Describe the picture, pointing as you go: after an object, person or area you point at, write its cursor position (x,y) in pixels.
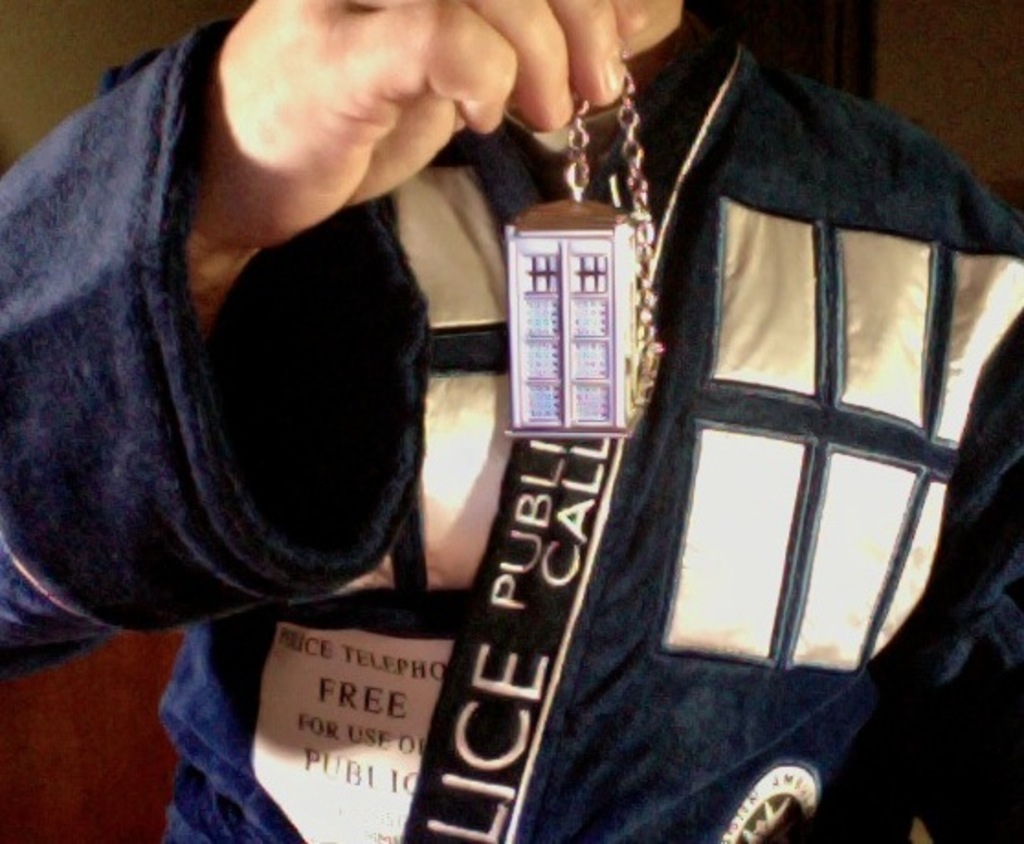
In this image I can see a person (636,458) is holding something in the hand (548,118). The person (495,234) is wearing clothes (588,570) on which something written on it.
